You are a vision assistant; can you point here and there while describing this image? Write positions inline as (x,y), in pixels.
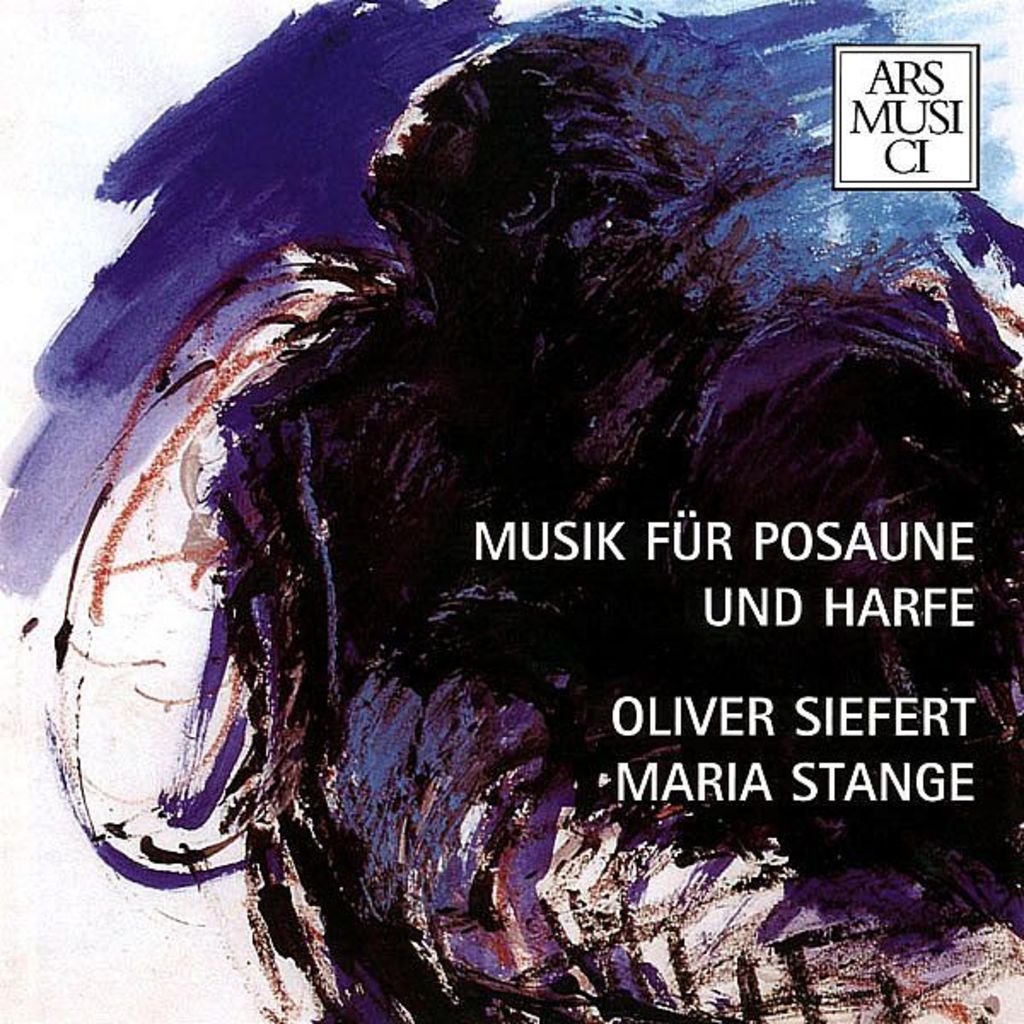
In this picture we can see painting (258,691) and some text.
